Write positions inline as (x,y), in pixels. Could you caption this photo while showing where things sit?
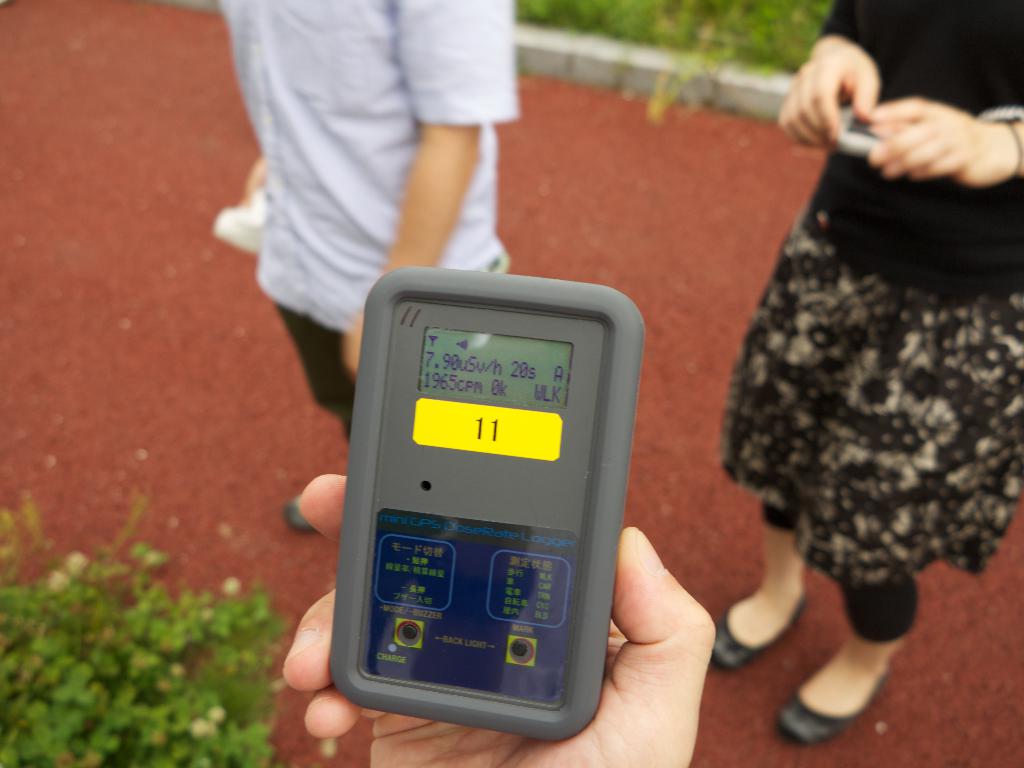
In this picture we can see two persons (861,176) are standing, we can see another person's hand (635,621) at the bottom (611,549), there is an electronic gadget (516,473) present in this hand (605,685), at the left bottom (114,738) there is a plant (27,599), we can see some plants (764,43) at the top of the picture (673,27).
